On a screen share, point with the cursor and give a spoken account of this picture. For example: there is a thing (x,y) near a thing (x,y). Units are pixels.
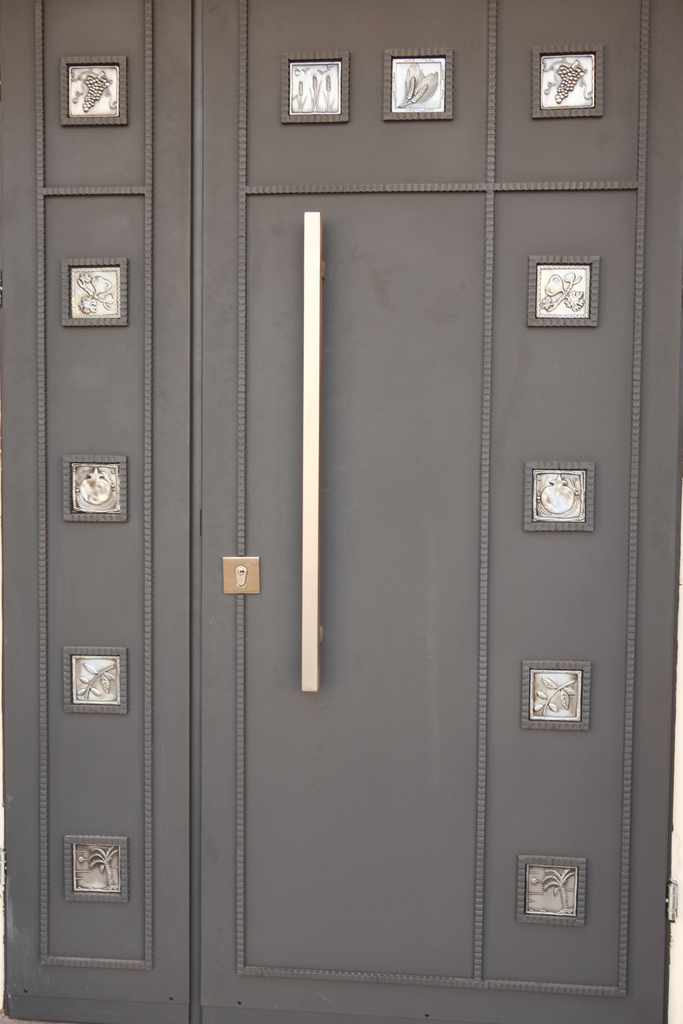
In this picture, we see the door (318,757) in grey color. It has a handle (309,476) and a lock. We see something which looks like steel frames (117,268) on the door (482,586).
